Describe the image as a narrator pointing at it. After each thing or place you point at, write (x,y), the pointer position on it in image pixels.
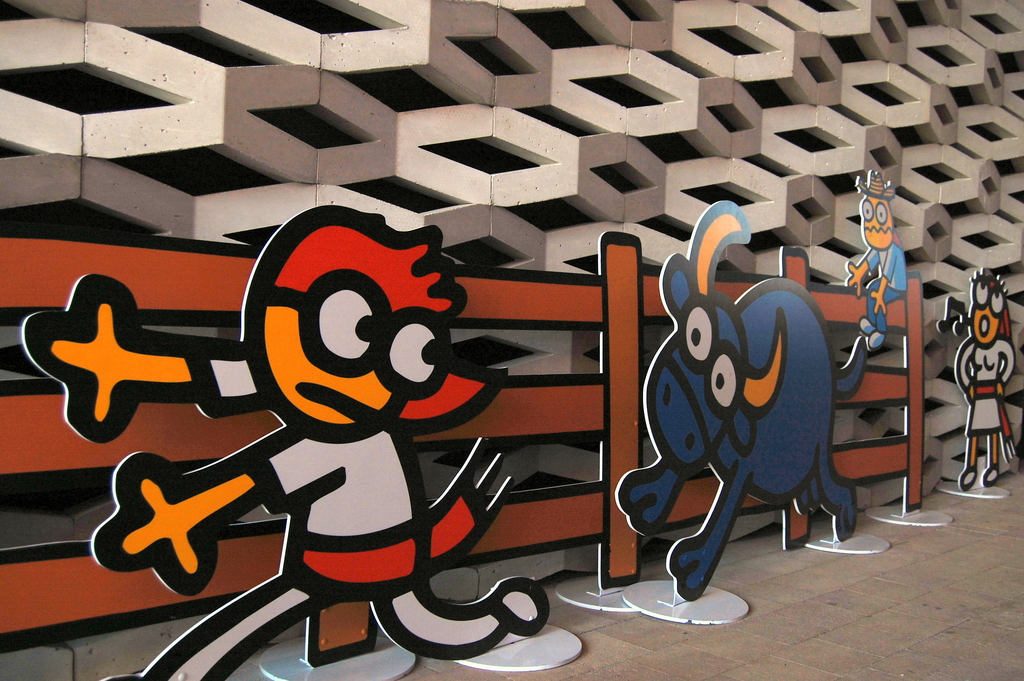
In this picture we can see boards (469,447) are present. In the background of the image (485,119) there is a wall (662,63). At the bottom of the image (851,633) there is a floor (862,664).
